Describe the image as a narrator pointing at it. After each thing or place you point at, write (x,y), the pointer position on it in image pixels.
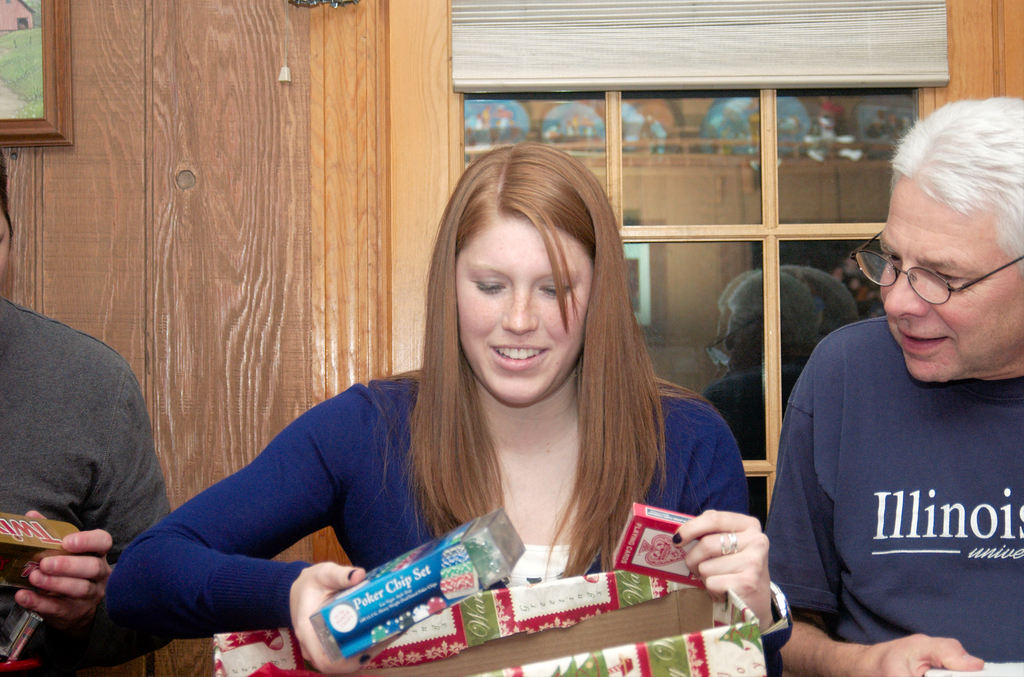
In the foreground of this image (529,400), there is a woman (555,382) holding two boxes (636,565) and also a cardboard box (629,642) at the bottom (638,646). on either side to her, there are two men (955,556) holding boxes (18,581). Behind them, there is a wooden wall (193,140), frame (63,64) and a window (711,178).
